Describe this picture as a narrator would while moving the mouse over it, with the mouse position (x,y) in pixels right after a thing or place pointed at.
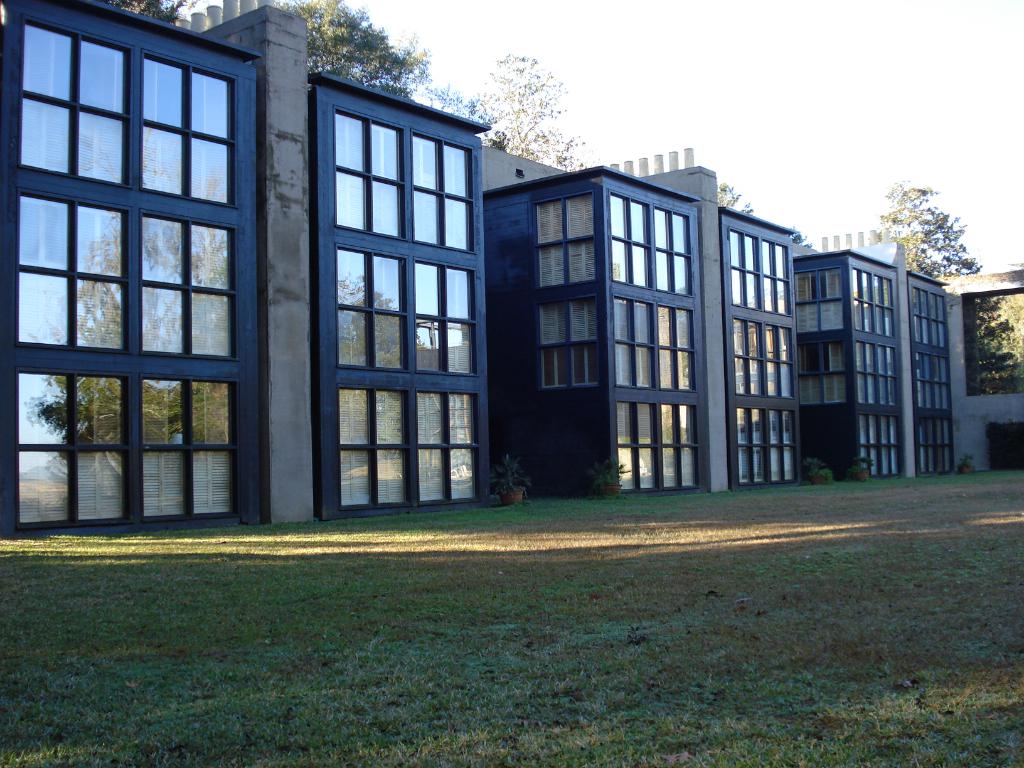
In the image we can see there is grass (469,647) in the front (444,640), buildings (475,387), trees (343,51) and sky (782,90) on the top (843,122).
